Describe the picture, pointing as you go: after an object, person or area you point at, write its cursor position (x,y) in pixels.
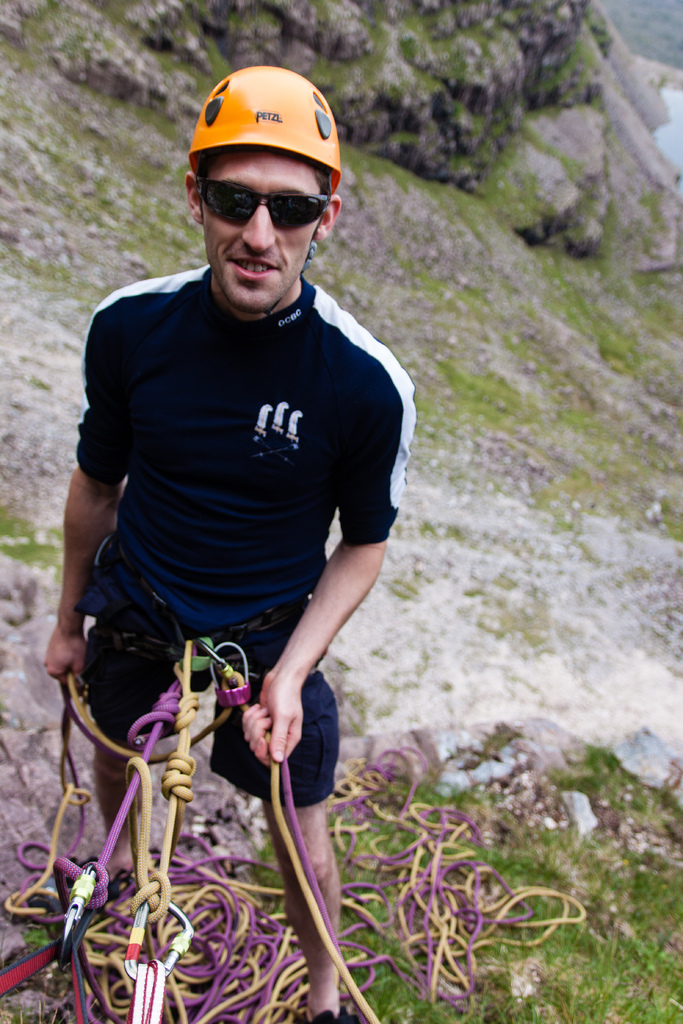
In the image there is a man (388,459) climbing a mountain (503,320) and there are some ropes (122,823) tied around his waist (180,660), he is wearing goggles (273,191) and a helmet (322,150).
